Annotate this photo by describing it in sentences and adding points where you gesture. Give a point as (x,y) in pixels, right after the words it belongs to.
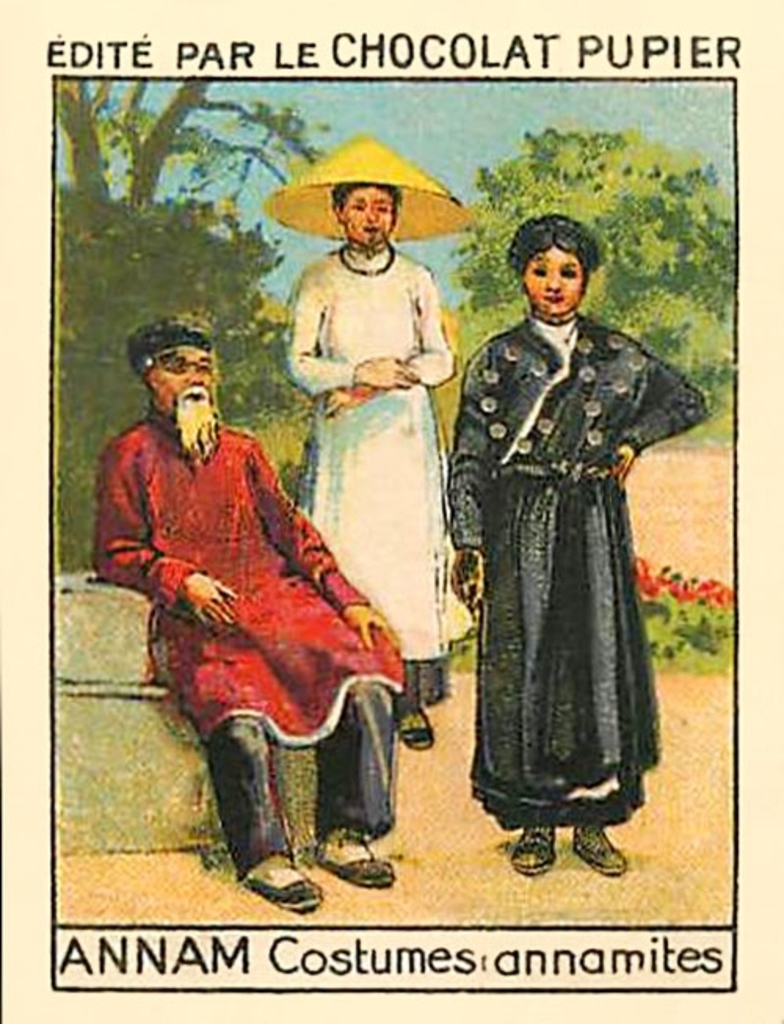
This is a picture where we can see a man (232,565) is sitting on a platform (192,743) and two persons (385,358) are standing on the ground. In the background (164,242) we can see trees (198,275), plants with flowers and sky (392,131). At the top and bottom we can see texts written on the image.
